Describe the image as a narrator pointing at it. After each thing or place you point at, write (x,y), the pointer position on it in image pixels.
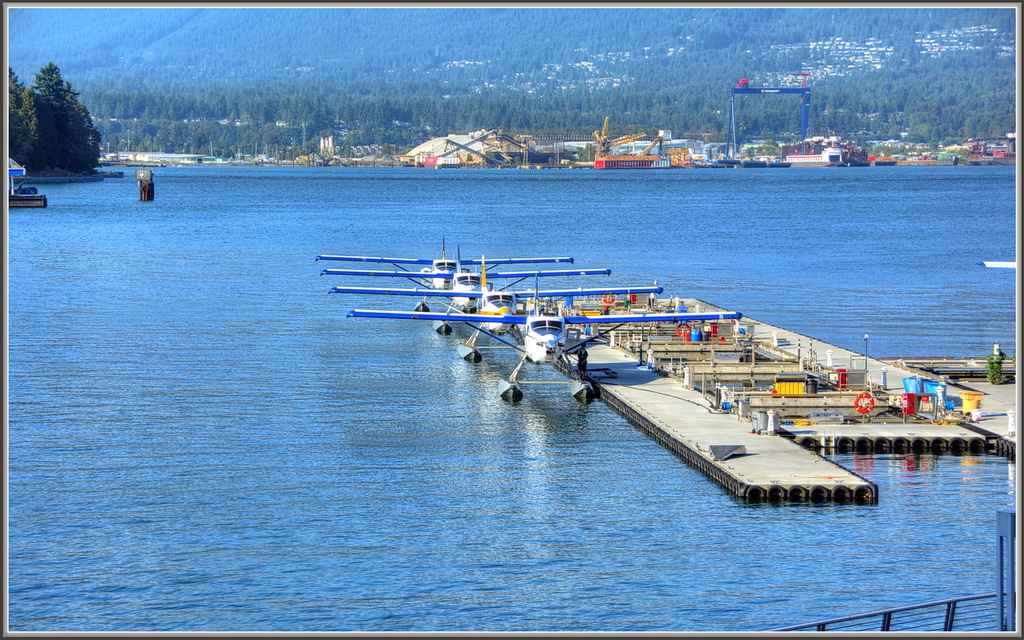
This image is clicked outside. There are airplanes (552,353) on water (653,446). There are trees (440,106) at the top (661,106). There are some buildings (535,139) at the top (682,142). There is water (55,553) in the middle (346,403).
